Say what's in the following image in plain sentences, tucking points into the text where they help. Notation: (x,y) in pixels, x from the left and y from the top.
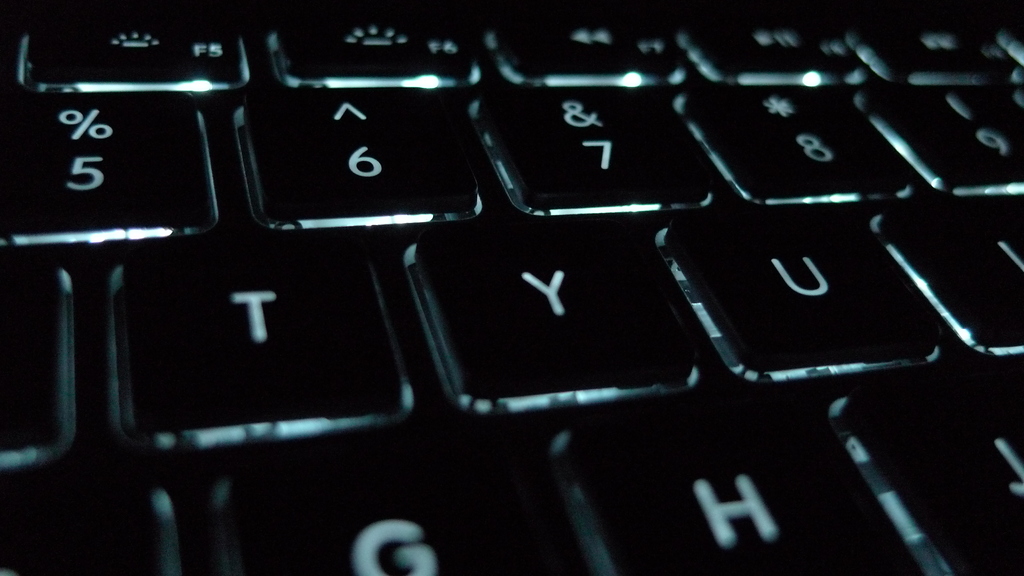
In this image we can see a keyboard (458,222).
